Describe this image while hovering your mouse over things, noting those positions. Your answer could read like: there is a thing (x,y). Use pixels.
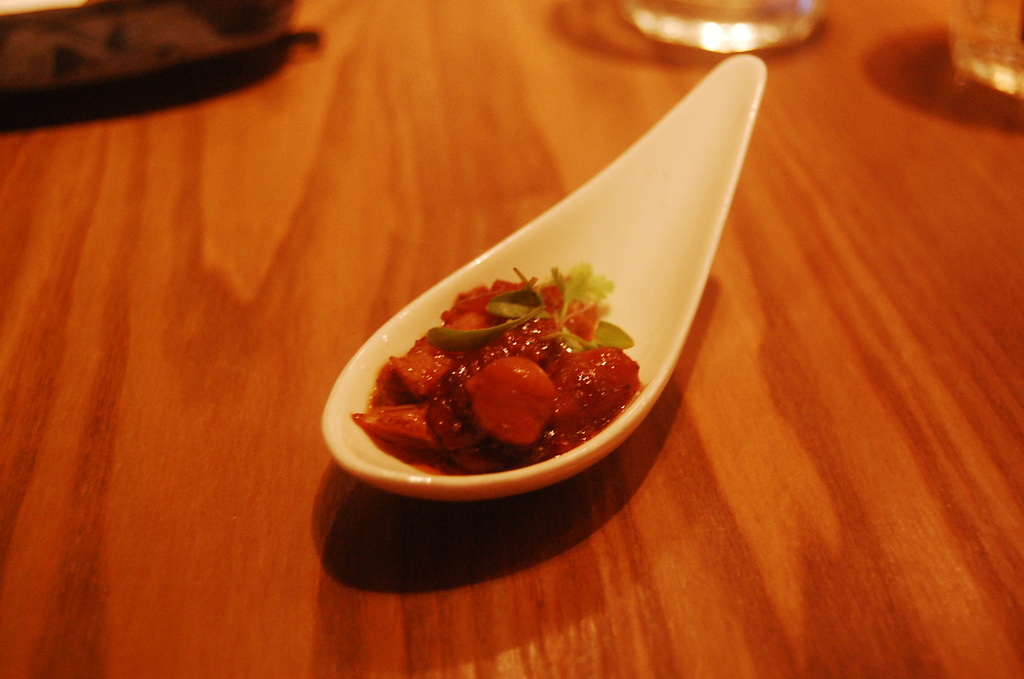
In this picture, this is a wooden table (722,560) on the table (719,576) there is a spoon (638,316) with some red color food items (527,369) and on the table (838,230) there are glasses (720,19) and some items (180,52) also.
